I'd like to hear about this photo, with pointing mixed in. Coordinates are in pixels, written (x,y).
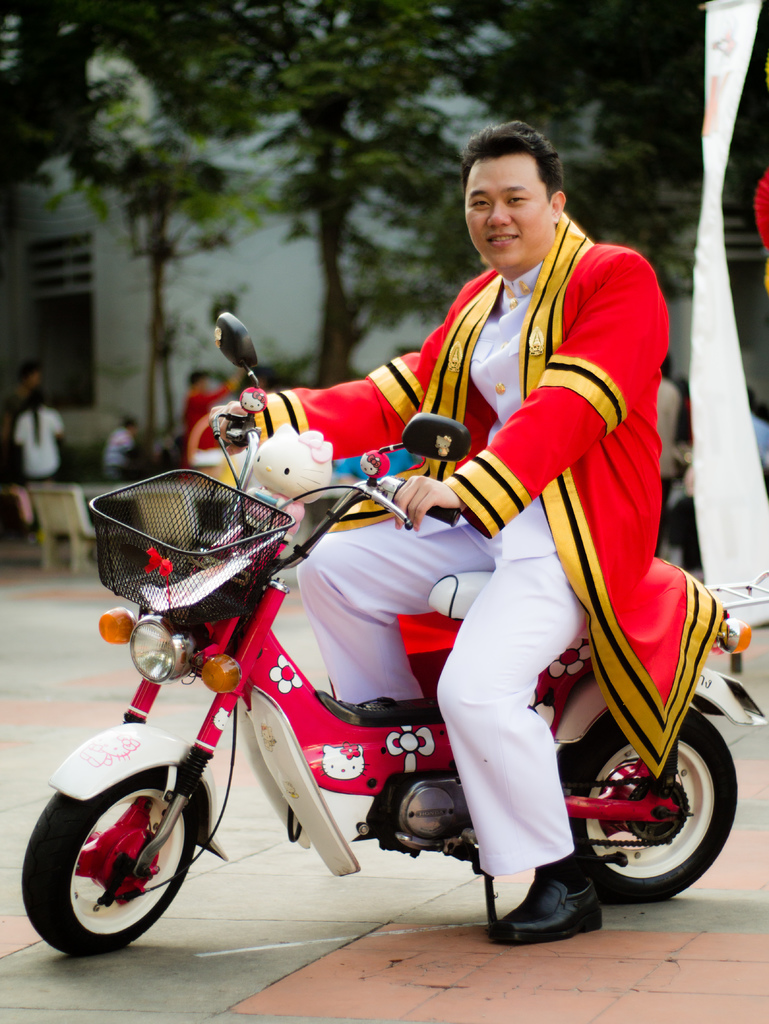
This person (365,628) sitting on bike (254,424) and hold bike (254,424). On the background (270,231) we can see wall (285,258), tree (301,88). A far few persons (121,442) are there. This is road (37,703).
